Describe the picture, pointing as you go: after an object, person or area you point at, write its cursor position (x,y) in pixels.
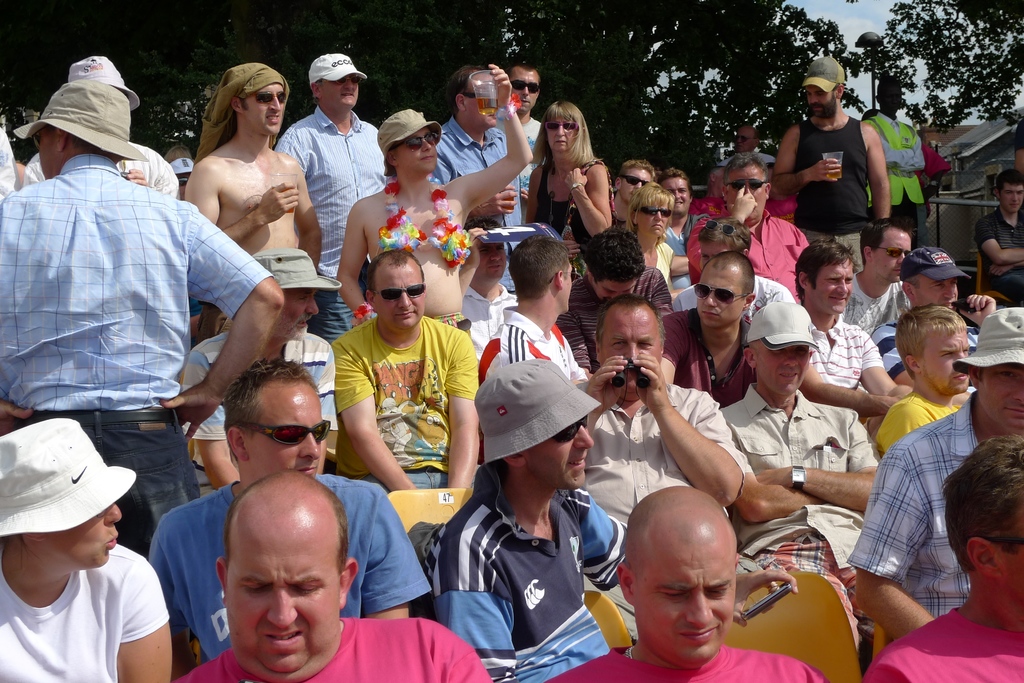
In this image there are people (788,472) sitting on chairs (622,642) and few (102,279) are standing, in the background (182,20) there are trees (294,18).
